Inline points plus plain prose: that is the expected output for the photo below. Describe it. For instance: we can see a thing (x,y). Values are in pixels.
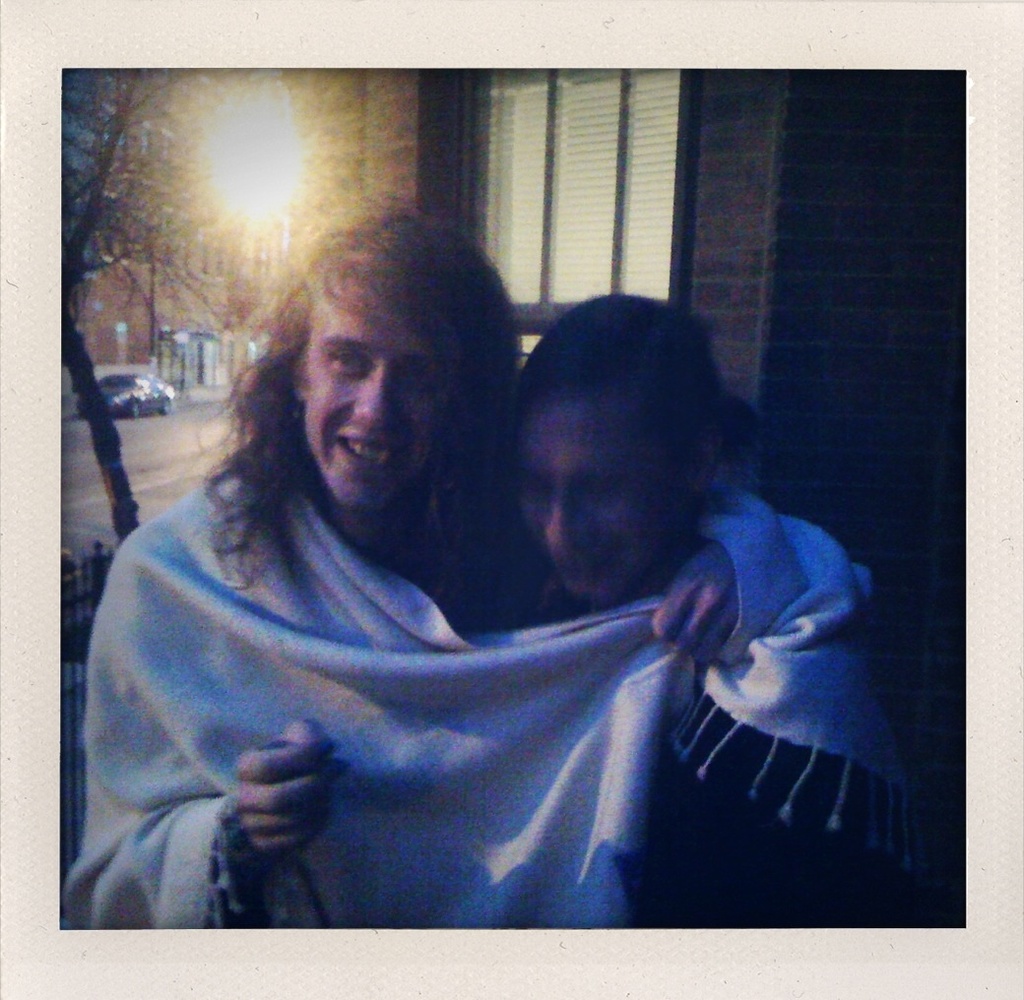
In this picture we can see two people (526,733), they are smiling and in the background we can see a building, vehicle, trees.
